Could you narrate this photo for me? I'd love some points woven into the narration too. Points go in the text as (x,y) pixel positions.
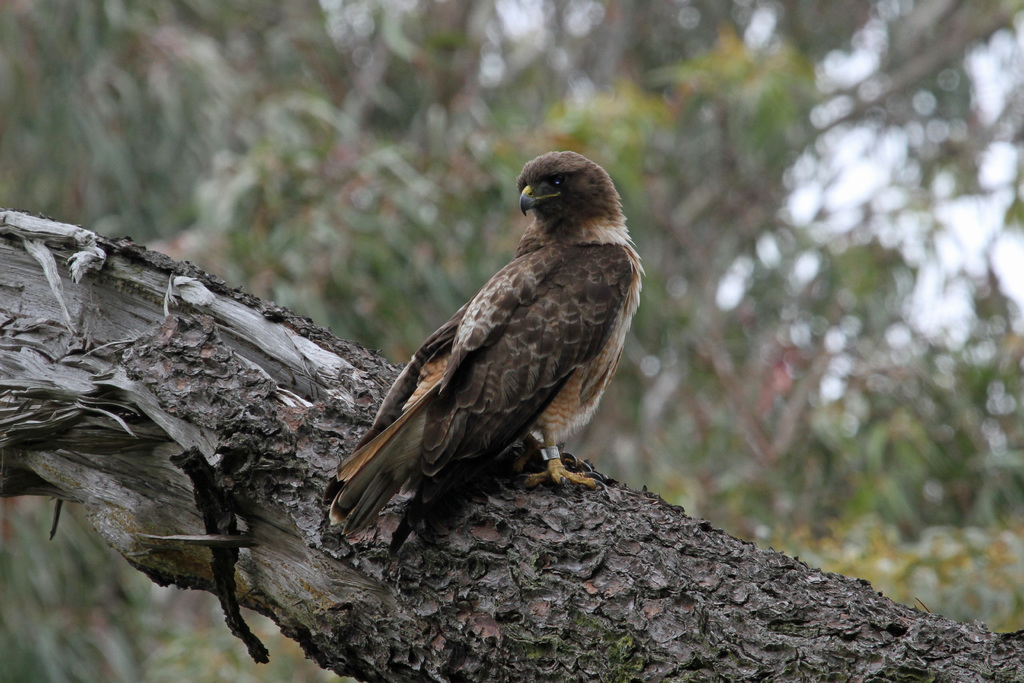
In this image I can see the bird (466,361) sitting on the branch (482,597) of the tree (454,607). The bird (440,446) is in brown and black color. In the back (363,160) I can see many trees (418,154) and it is blurry.
